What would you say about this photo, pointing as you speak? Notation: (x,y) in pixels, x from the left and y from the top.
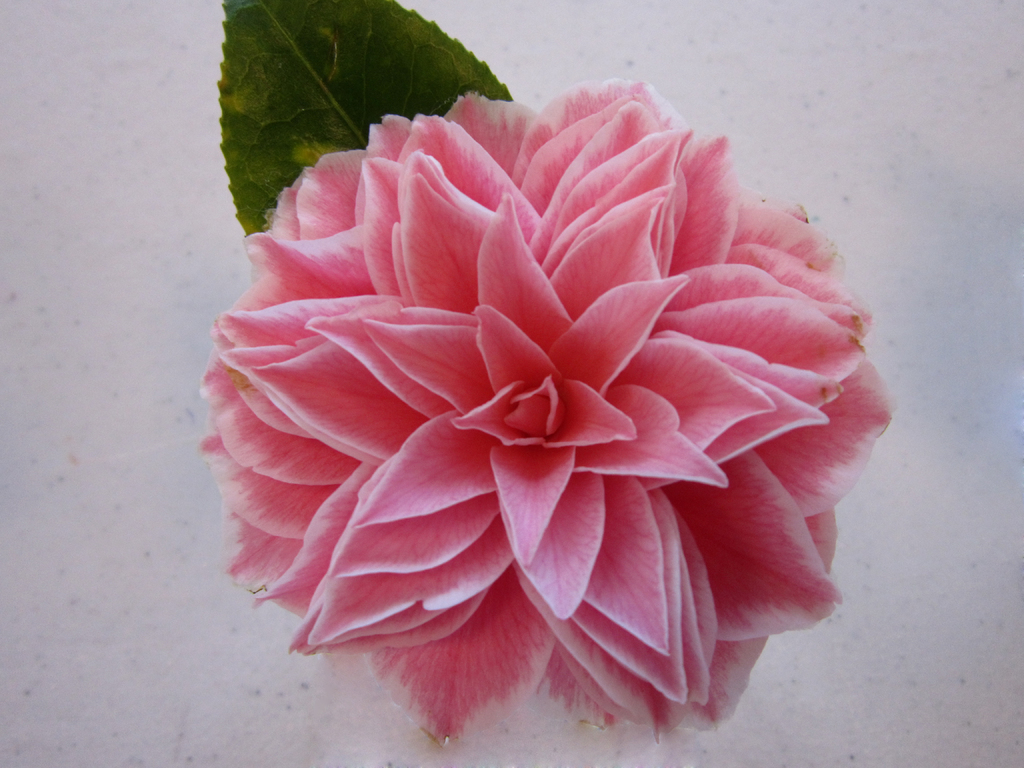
In this image in the center (675,264) there is one flower (489,324), and in the background (302,70) there is a leaf (270,125) and wall (802,88).
